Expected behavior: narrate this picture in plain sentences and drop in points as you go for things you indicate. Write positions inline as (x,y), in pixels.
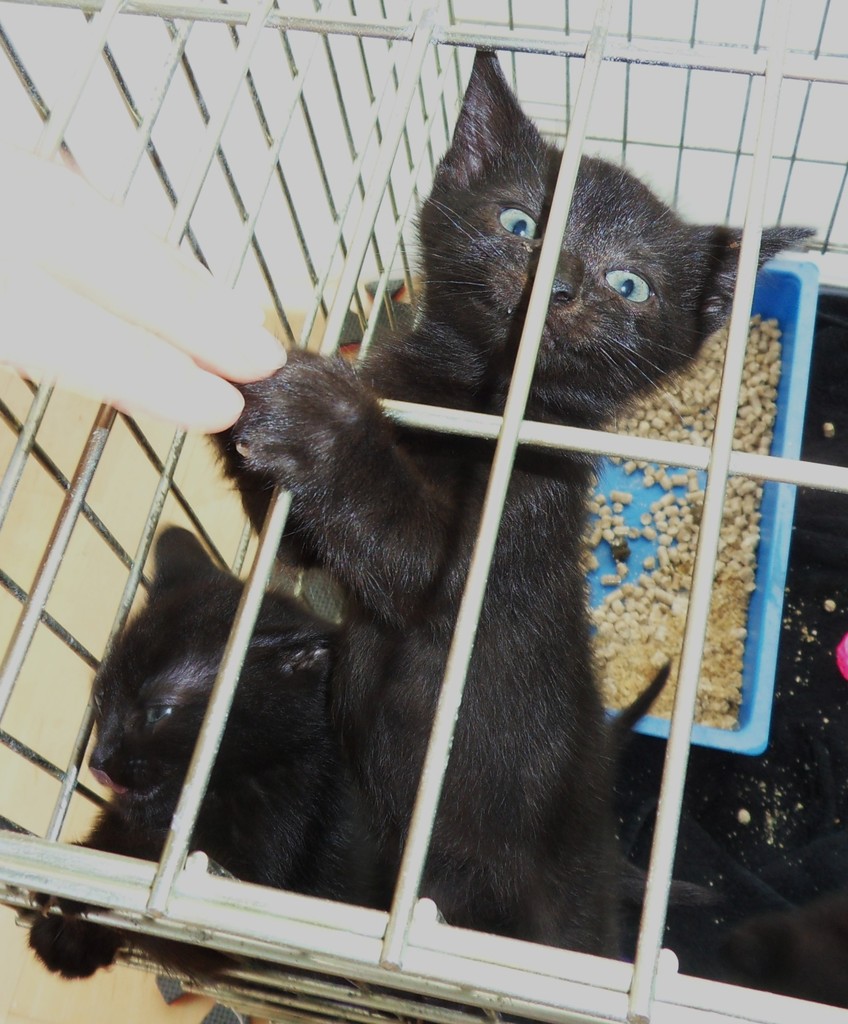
As we can see in the image there are black color cats (322,733), tray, human hand (171,319) and cat litter (709,669).
